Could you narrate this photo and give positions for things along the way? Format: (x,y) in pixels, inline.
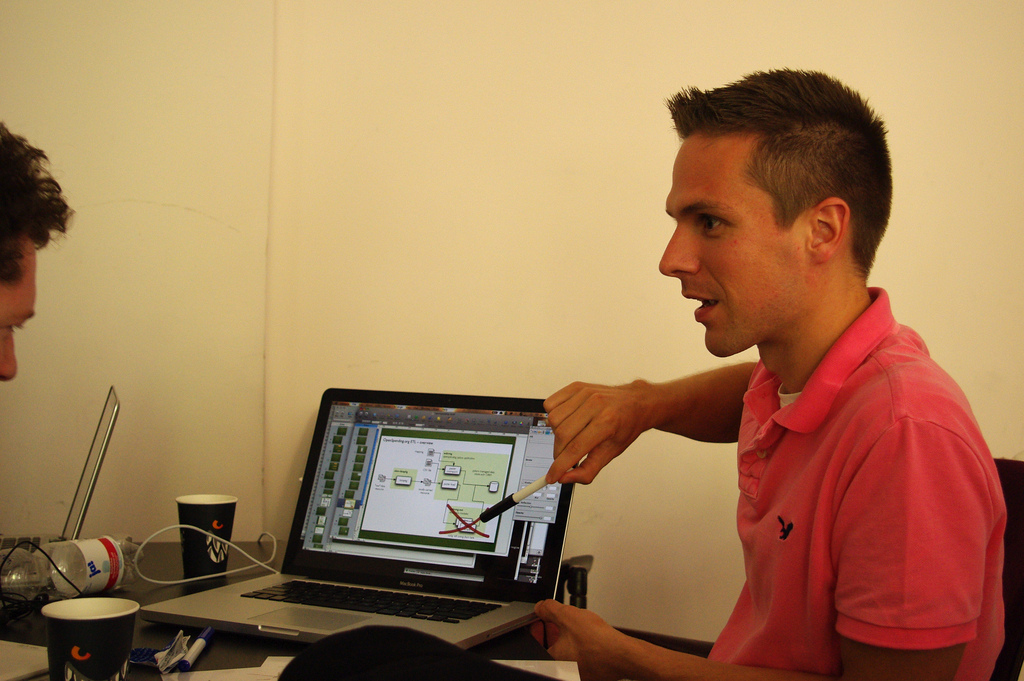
In this picture we can see two persons (35,167), in front of them we can find laptops (111,404), cups (86,627), bottle (112,585) and other things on the table (143,619).
